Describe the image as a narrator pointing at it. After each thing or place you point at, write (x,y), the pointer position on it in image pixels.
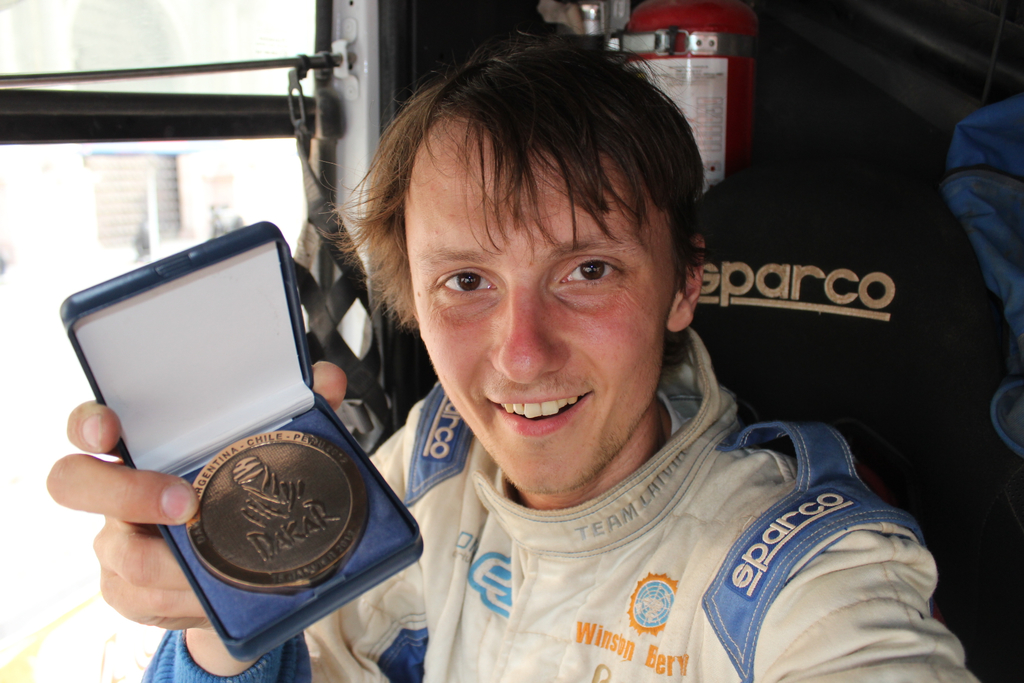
In this image I can see a person (494,449) holding an object (341,465). The object (236,498) is looking like a medal (229,550). In the background (50,437) I can see the window (36,31).
